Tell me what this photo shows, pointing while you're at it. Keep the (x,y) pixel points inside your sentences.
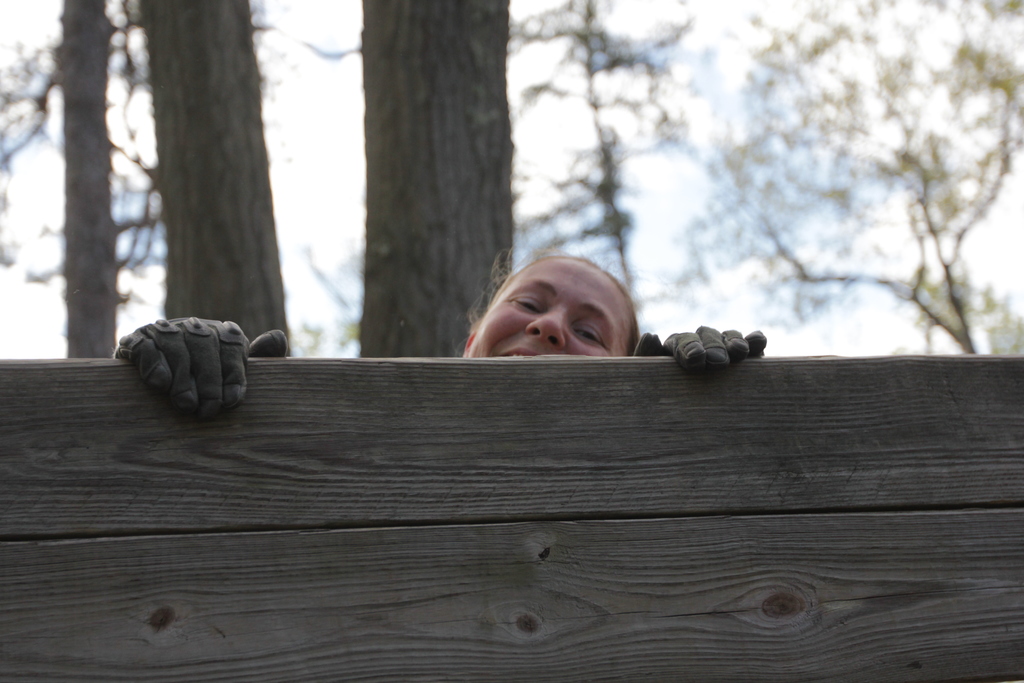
In the image we can see there is a person (208,376) behind the wooden plank (506,372) and there are trees (451,1) at the back (303,278). Background of the image (769,30) is little blurred.
